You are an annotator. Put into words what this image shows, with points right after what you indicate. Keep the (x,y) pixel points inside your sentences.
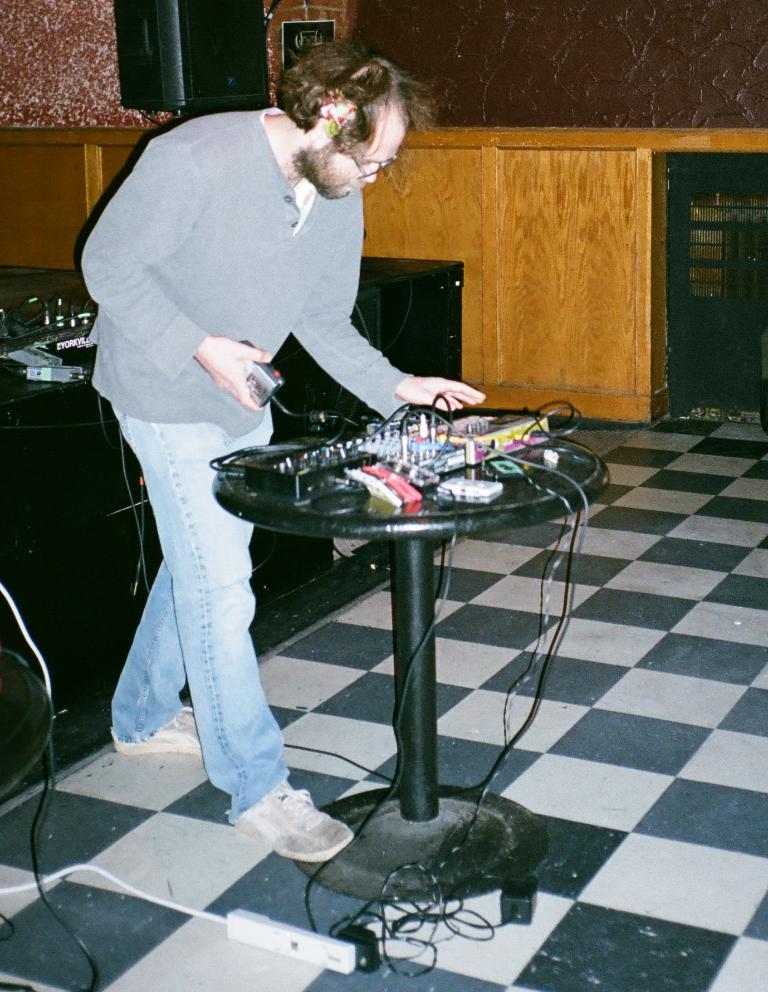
In this picture I can see one person (170,620) is standing in front of the table (418,565) and operating sound system (299,454), side we can see some spare parts (82,344) on the table (25,389) and there is a speaker (183,100) to the wall (110,93).
